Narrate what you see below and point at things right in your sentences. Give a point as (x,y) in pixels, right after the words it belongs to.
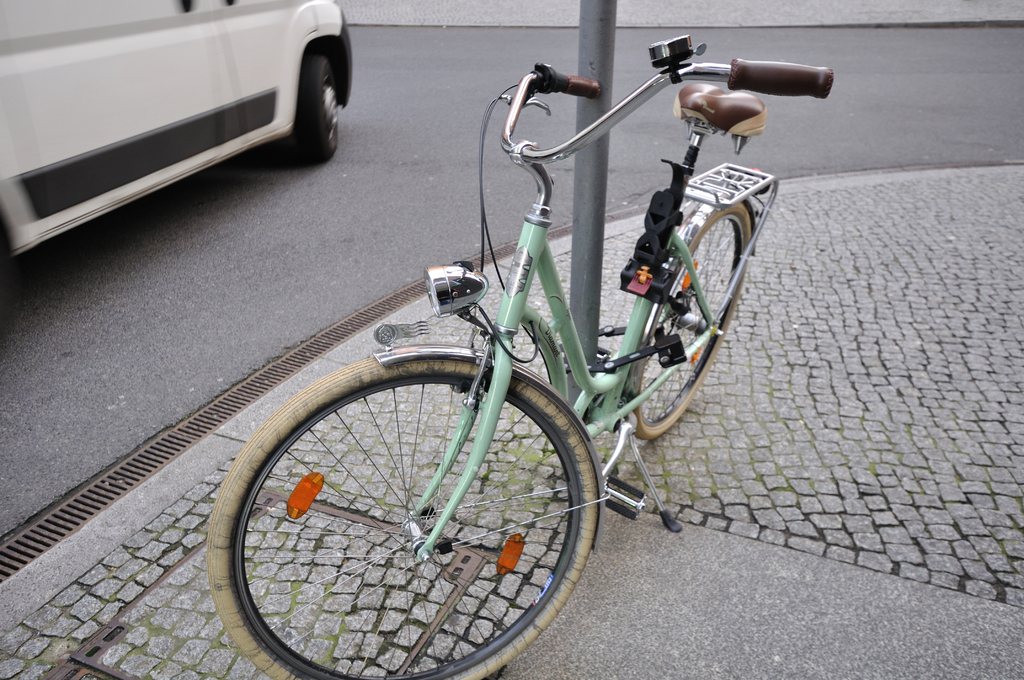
In this image, we can see a vehicle (132,199) and a bicycle (701,307). We can see a pole (613,51) and the ground (625,240).
